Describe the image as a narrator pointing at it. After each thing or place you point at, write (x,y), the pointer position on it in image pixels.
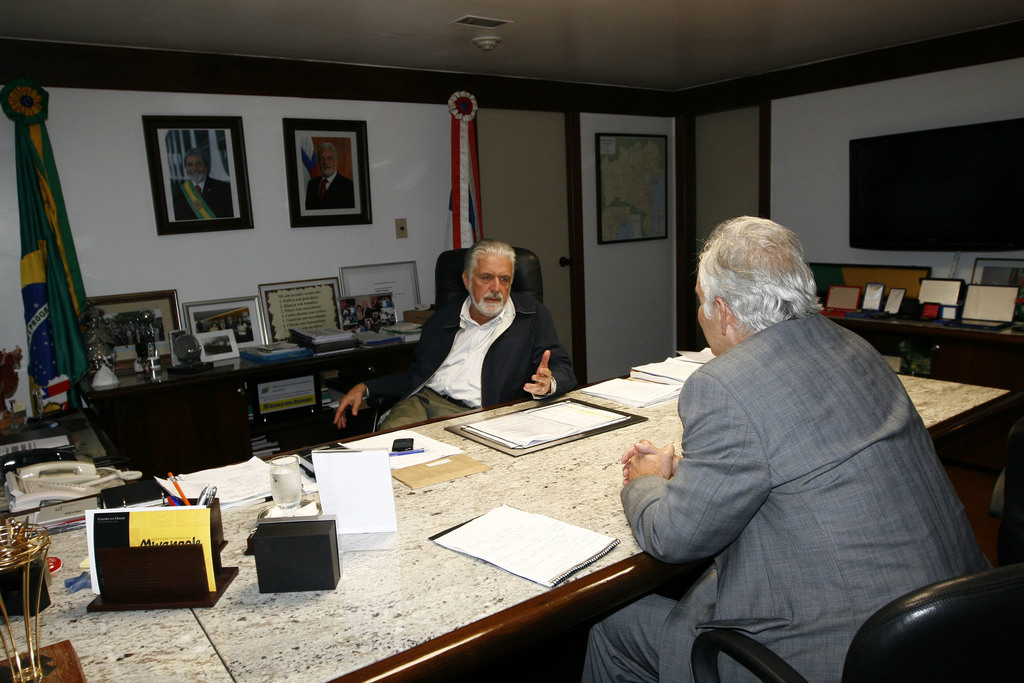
In this picture we can see two persons (492,328) sitting on chairs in front of a table (253,507), there are some papers (545,532), a file (556,416), a pen stand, a board (367,477), a telephone (90,482) and some other things (9,437) present on the table (252,604), in the background (328,234) there is a wall (330,261), we can see photo frames (307,166) on the wall (252,166), there is a flag (38,272) here, we can see some books (324,345) here, on the right side (944,188) there is a screen (947,206), we can see the ceiling (550,27) at the top of the picture (539,22).
